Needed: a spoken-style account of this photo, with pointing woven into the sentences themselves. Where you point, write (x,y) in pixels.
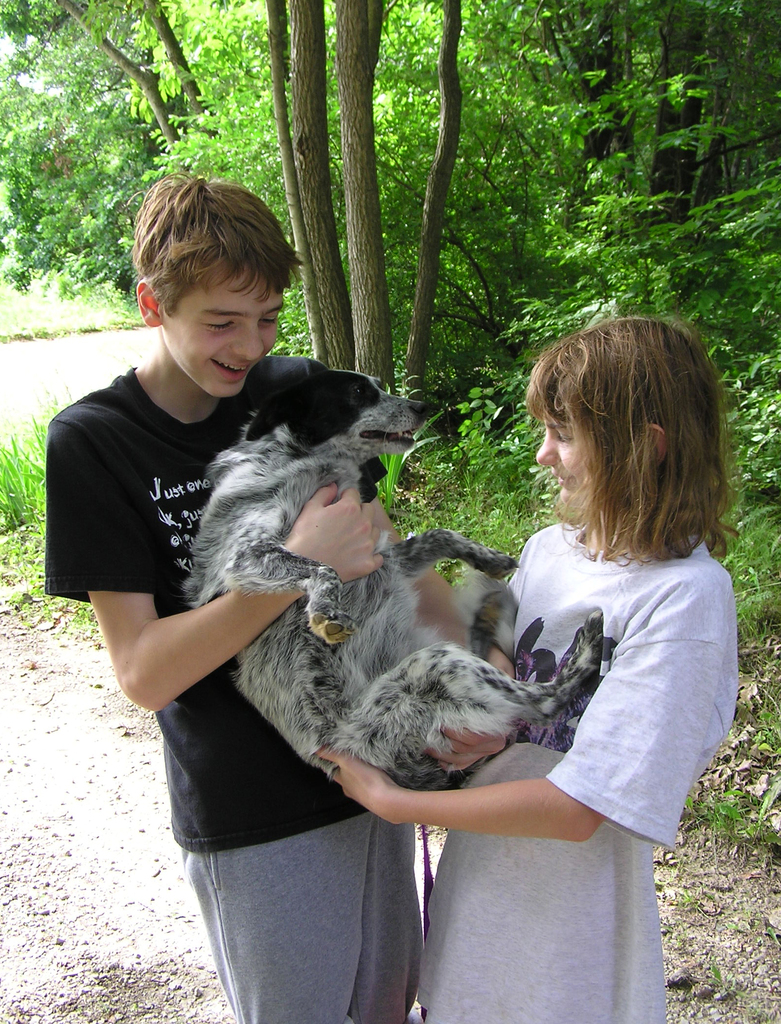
In this picture we can see a boy (166,271) and a girl (695,438) holding a dog (515,715) with their hands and standing on the ground (33,674) and smiling and in the background (30,67) we can see trees (315,63).
